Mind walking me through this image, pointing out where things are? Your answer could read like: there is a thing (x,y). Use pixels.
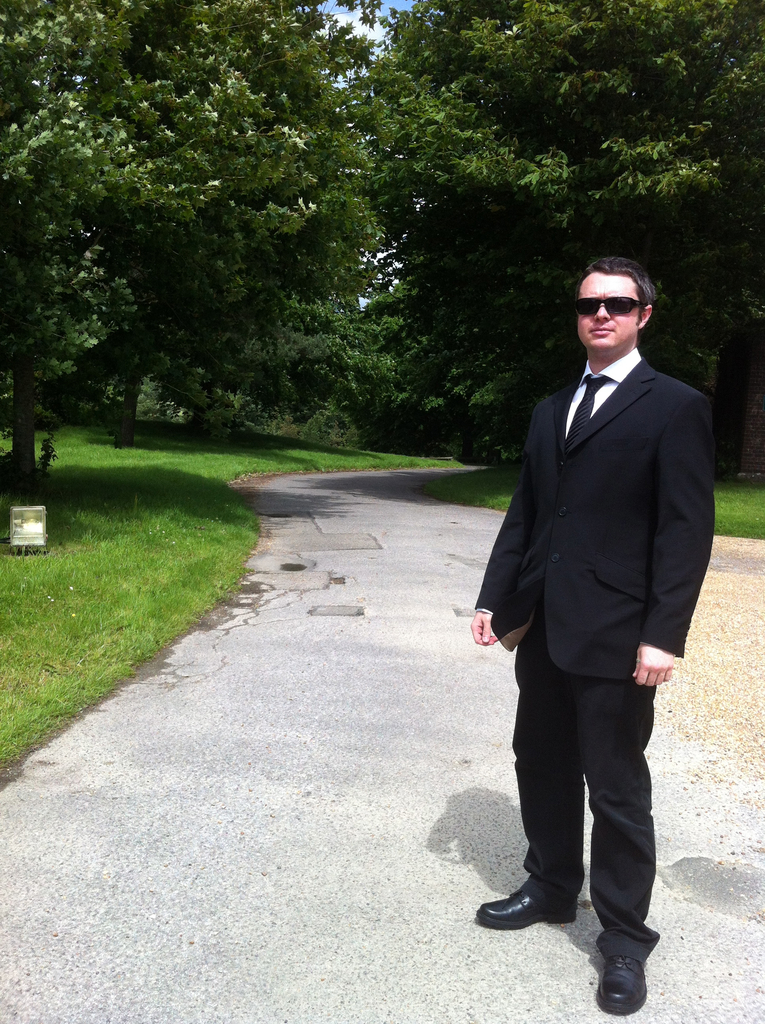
In this image I can see the person (575,600) standing and wearing the white and black color dress (568,517) and also goggles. To the side I can see the grass (88,608) and many trees (252,382). I can also see an object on the grass (349,462). In the background (345,74) I can see the clouds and the sky (371,36).
